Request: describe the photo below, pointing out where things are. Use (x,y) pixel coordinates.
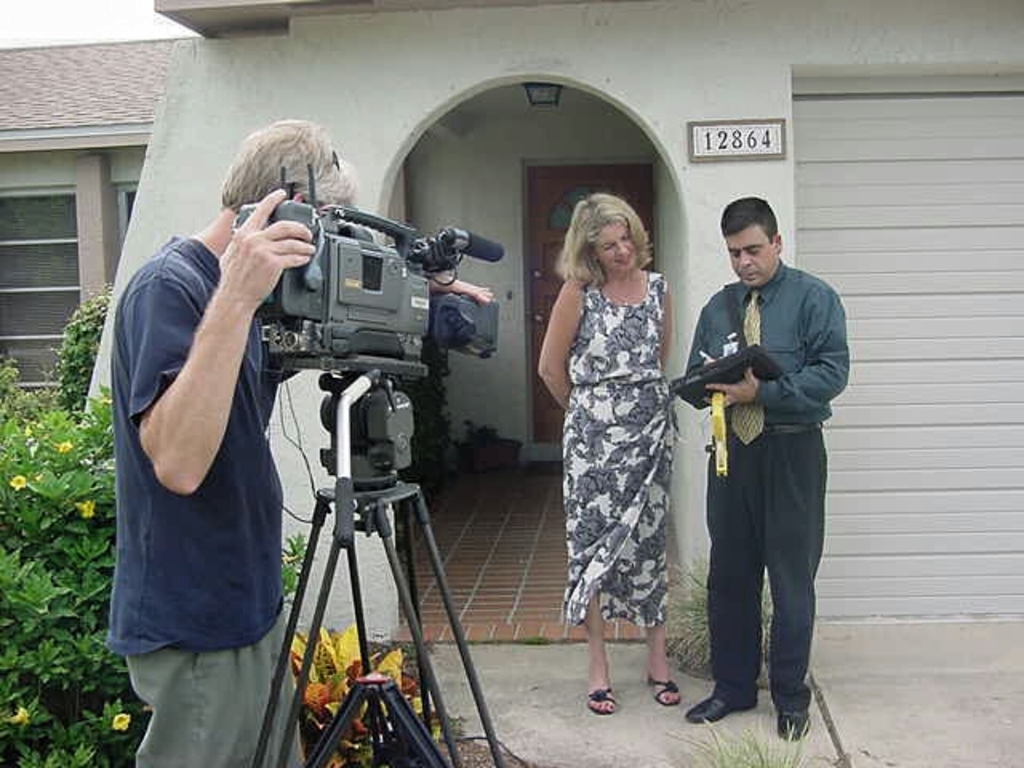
In this image I can see three people (493,295) standing. Among them one person (788,312) is wearing the yellow tie (755,404) and the shirt (793,373). In front of two people (785,390) there is a camera (349,268). To the left (8,436) there are plants (47,484). In the background (544,86) there is a building (553,116) and a number board (695,136) is attached to it.
